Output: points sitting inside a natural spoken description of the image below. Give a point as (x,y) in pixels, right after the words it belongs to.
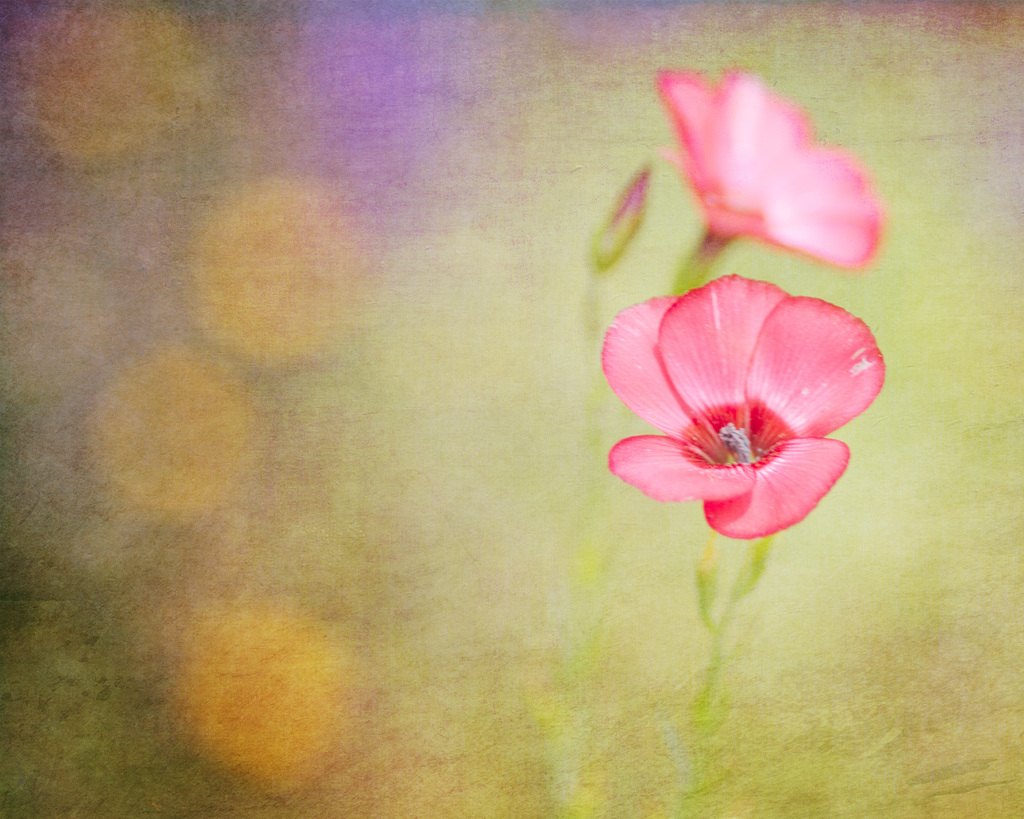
In this picture we can see flowers (732,188), leaves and in the background (260,676) it is blurry.
